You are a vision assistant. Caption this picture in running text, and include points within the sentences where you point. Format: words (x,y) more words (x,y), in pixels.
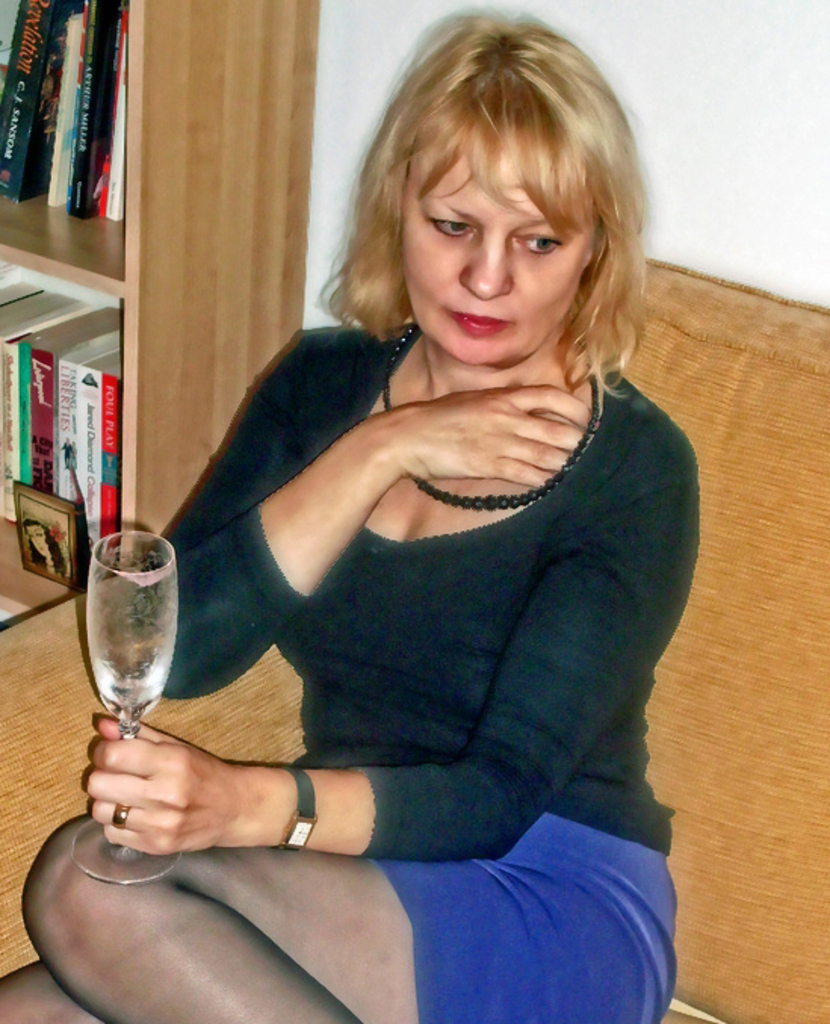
In this image we can see a lady (444,728) sitting on a couch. A lady (430,681) is holding a drink glass (123,877). There are many books (87,319) placed in a wood rack (130,171).
